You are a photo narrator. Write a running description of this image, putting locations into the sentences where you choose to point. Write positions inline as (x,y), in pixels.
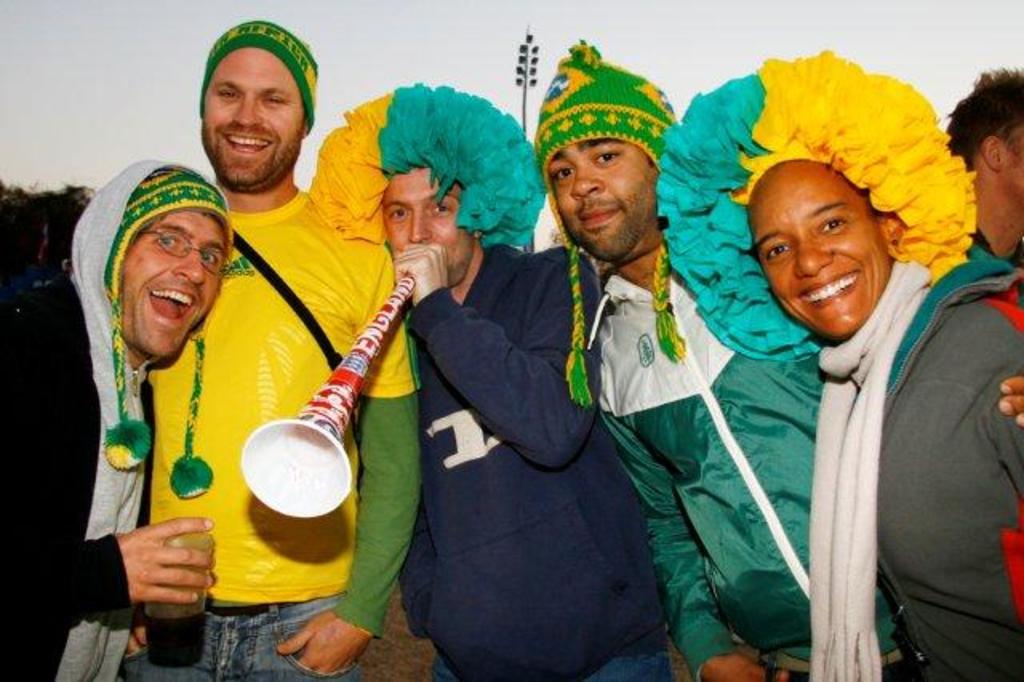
This picture is clicked outside. In the center (500,360) there is a person (508,350) wearing t-shirt (535,386), holding an object (335,422) and standing and we can see the group of persons (150,332) smiling and standing. In the background (782,15) there is a sky (615,11) and the trees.
